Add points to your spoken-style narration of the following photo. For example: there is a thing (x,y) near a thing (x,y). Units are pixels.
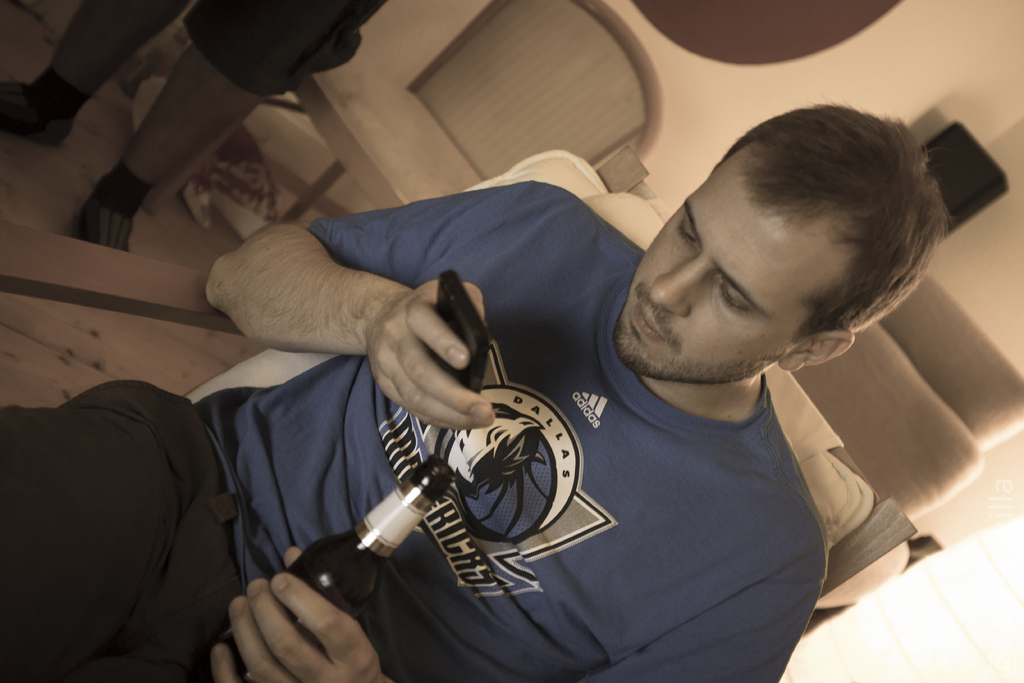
In this picture we can see a man (437,325) sitting on a chair (237,378). He is holding a phone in one hand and a bottle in another hand (278,664). We can see a person (211,140) at the back (34,134). There is a cover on the floor (14,41), chair (344,160) and other objects (597,132) in the background (578,60).
